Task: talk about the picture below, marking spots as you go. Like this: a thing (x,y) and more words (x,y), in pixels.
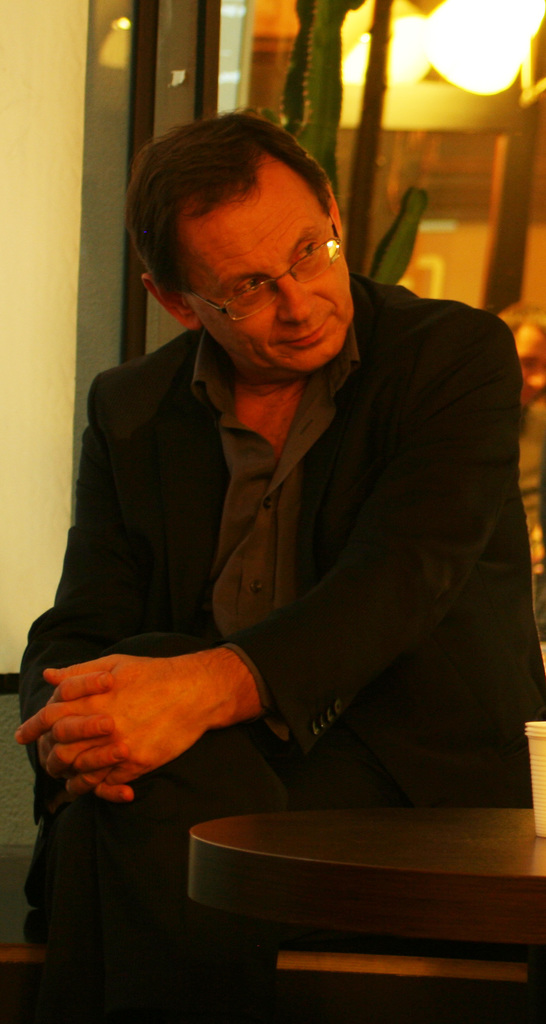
a person (210,521) is sitting wearing black suit (398,694). in front of him there is a wooden table (438,875) on which there is a cup (540,771). at the left (86,28) back there is a wall (32,569) and at the right back there are lights (471,32) on the top (497,67).
